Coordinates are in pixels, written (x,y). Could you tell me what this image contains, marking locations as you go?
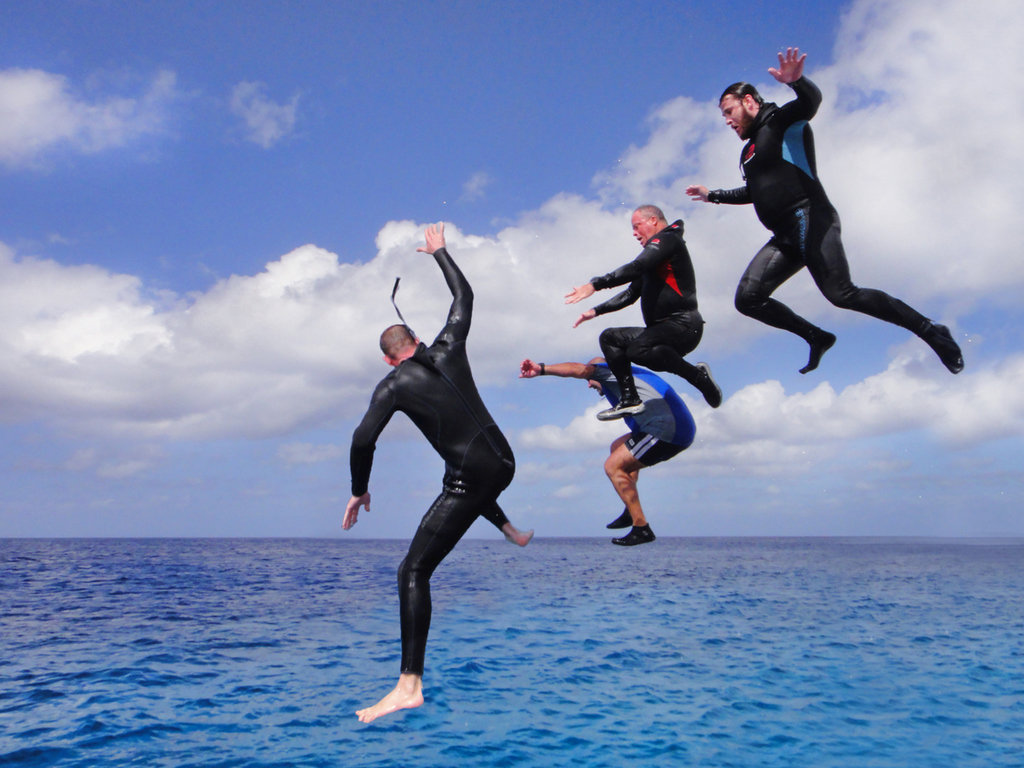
In this image I can see four men (613,373) wearing black and blue color dresses (661,297) and jumping into the water (157,654). This is looking like an Ocean (573,673). At the top (285,77) I can see the sky (282,140) and clouds (229,356).
